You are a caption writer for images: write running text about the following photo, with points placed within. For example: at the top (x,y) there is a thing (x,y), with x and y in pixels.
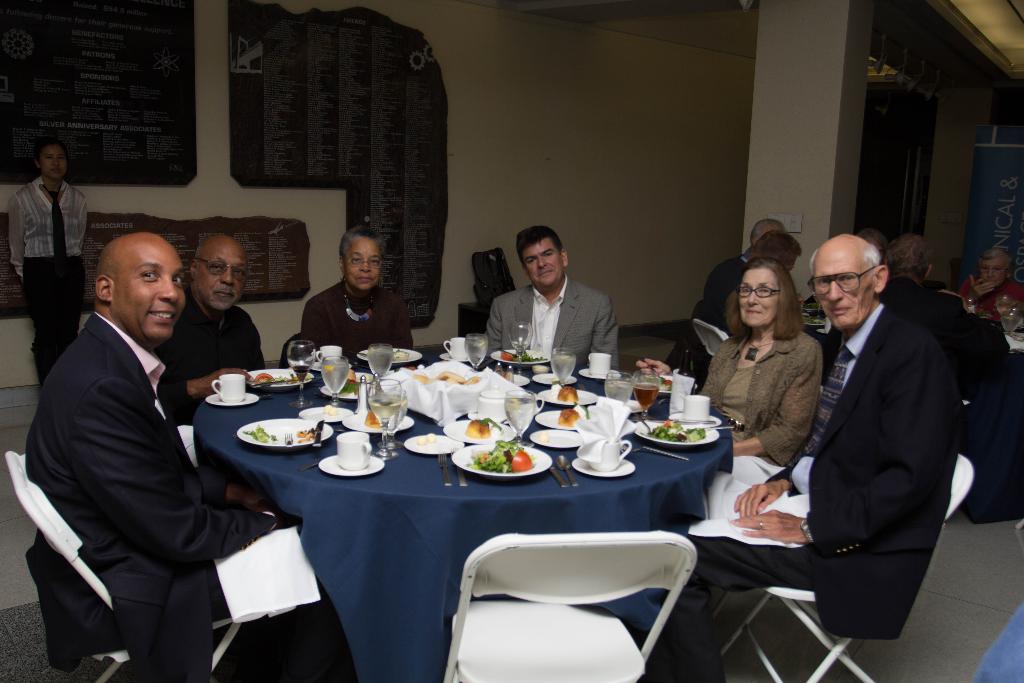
In this image, there are group of people (548,255) sitting on the chair (530,624) at dining table (562,500) on which plates (330,411), glasses (385,390), food items (483,436), spoons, coffee cup (363,458) is kept. At the middle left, a woman (63,288) is standing. In the background (136,111) left, there is a board (187,11) and a wall (620,109) white in color. A roof top (973,39) is white in color. At the top middle (617,167) there is a wall (845,156). This image is taken inside a restaurant (804,132).
